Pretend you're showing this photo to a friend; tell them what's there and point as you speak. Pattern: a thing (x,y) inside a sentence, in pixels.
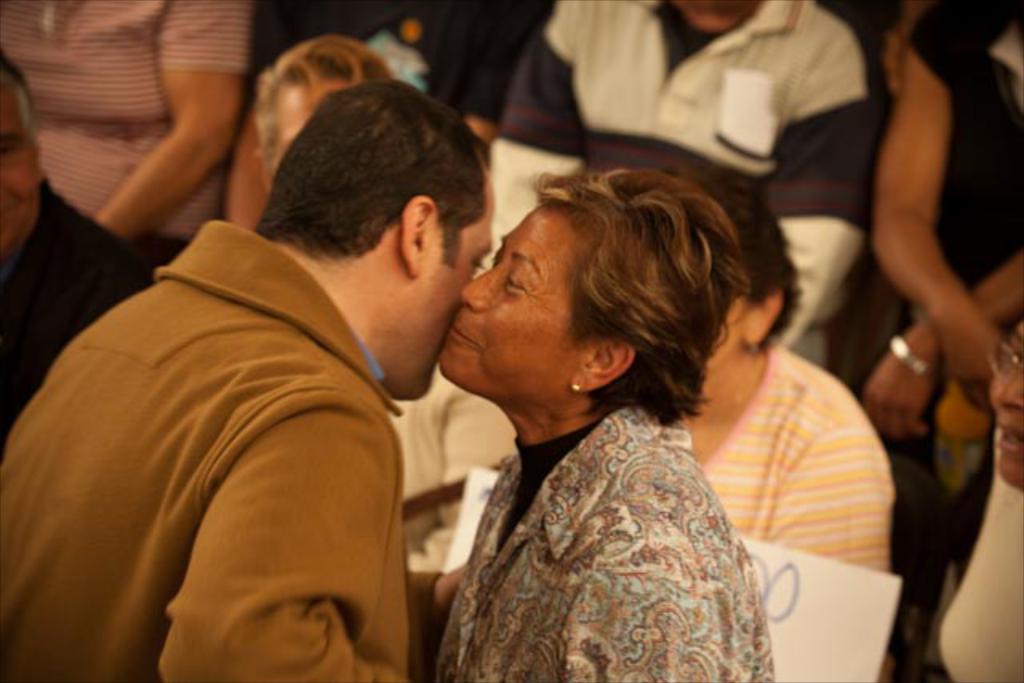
In this image we can see there are people (601,357). There is a woman (601,360) smiling.
